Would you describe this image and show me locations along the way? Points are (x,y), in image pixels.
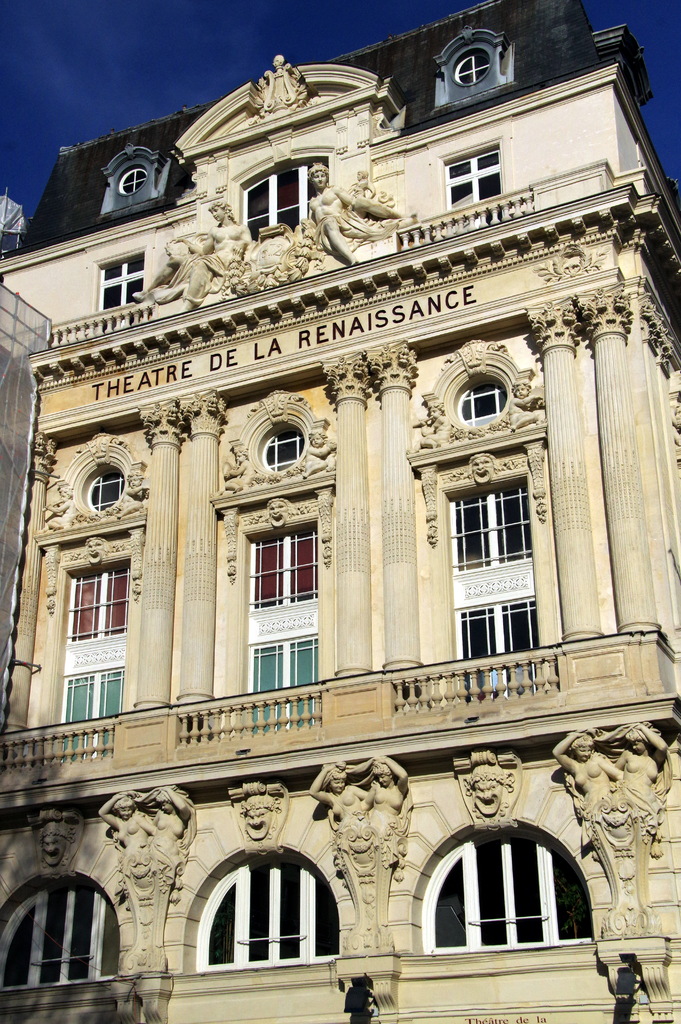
In this picture we can see a building (235,743) with windows (263,202) and sculptures (179,239) and behind the building (108,254) there is a sky (667,62).
